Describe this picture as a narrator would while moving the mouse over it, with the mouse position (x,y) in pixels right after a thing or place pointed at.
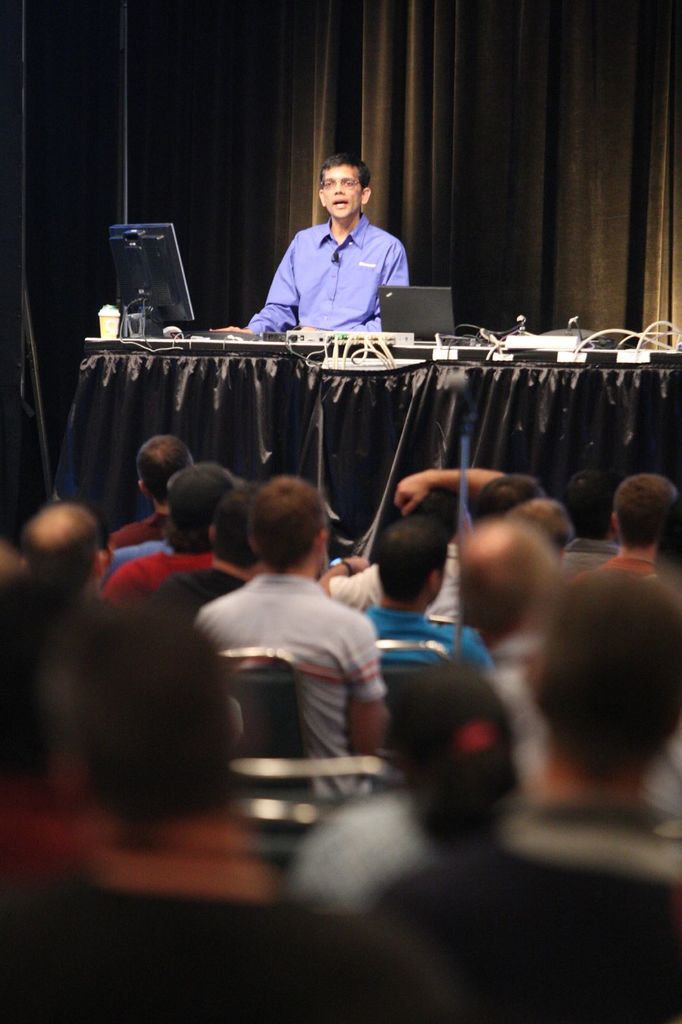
There are persons (656,493) sitting. In front of them, there is a person (355,184) in a blue color shirt (383,230), sitting and speaking. In front of this person (301,307), there is a table (307,378), on which there is a screen (145,263), a laptop (428,311) and there are other objects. In the background (551,61), there is a curtain (393,75) and the background (180,97) is dark in color.
